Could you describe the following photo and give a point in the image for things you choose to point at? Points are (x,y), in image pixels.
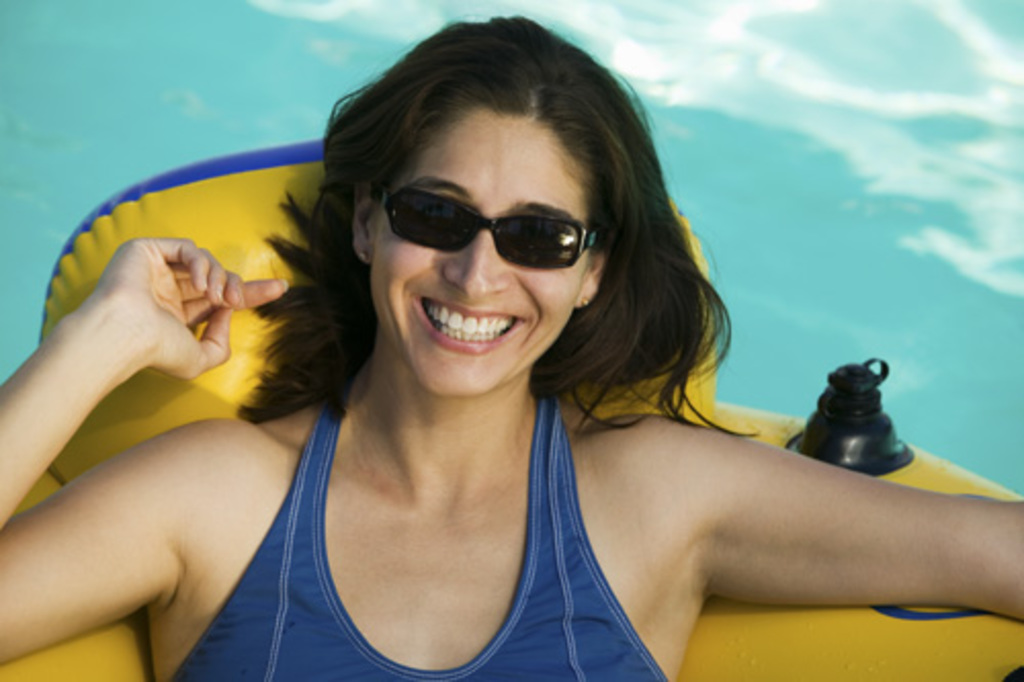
In this image I can see the person (511,249) lying on the water tube (233,184) and the tube (233,183) is in yellow and blue color and I can see the blue color background (812,169).
